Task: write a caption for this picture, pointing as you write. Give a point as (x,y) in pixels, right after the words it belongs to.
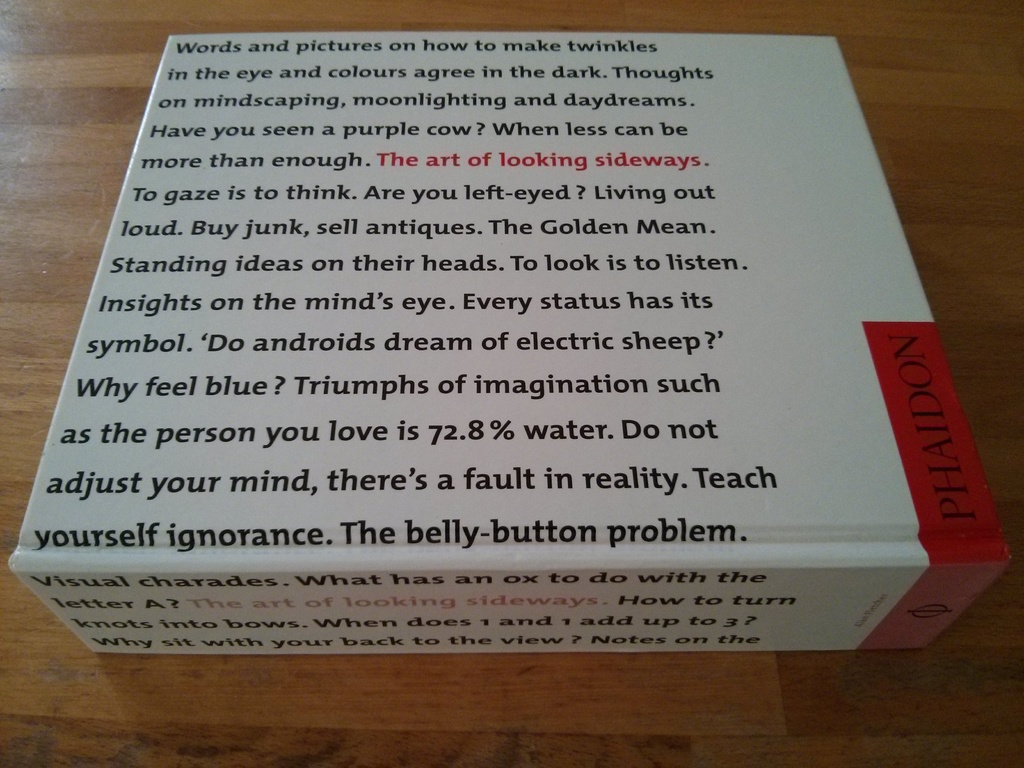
In the image we can see there is a book (562,251) kept on the table (622,658) and there is writing (446,153) on it.
